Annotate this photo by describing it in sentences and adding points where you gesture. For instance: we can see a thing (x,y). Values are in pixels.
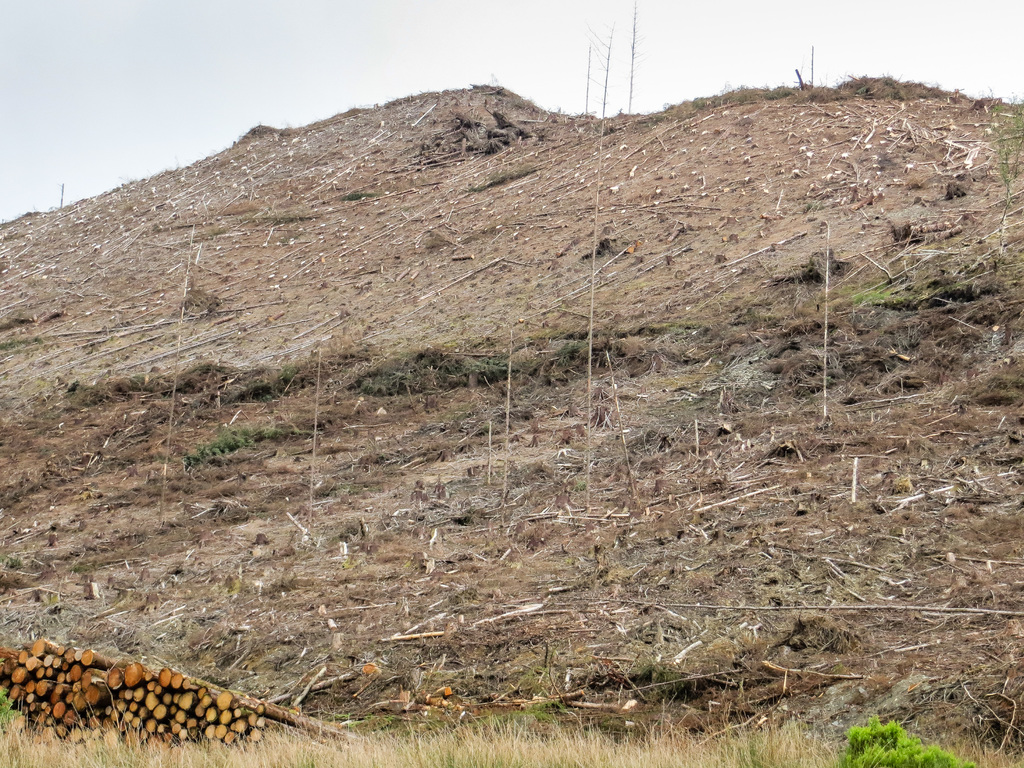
In this image there are wooden logs (233,725), grass (282,741), plants (870,728), sky (358,58).
